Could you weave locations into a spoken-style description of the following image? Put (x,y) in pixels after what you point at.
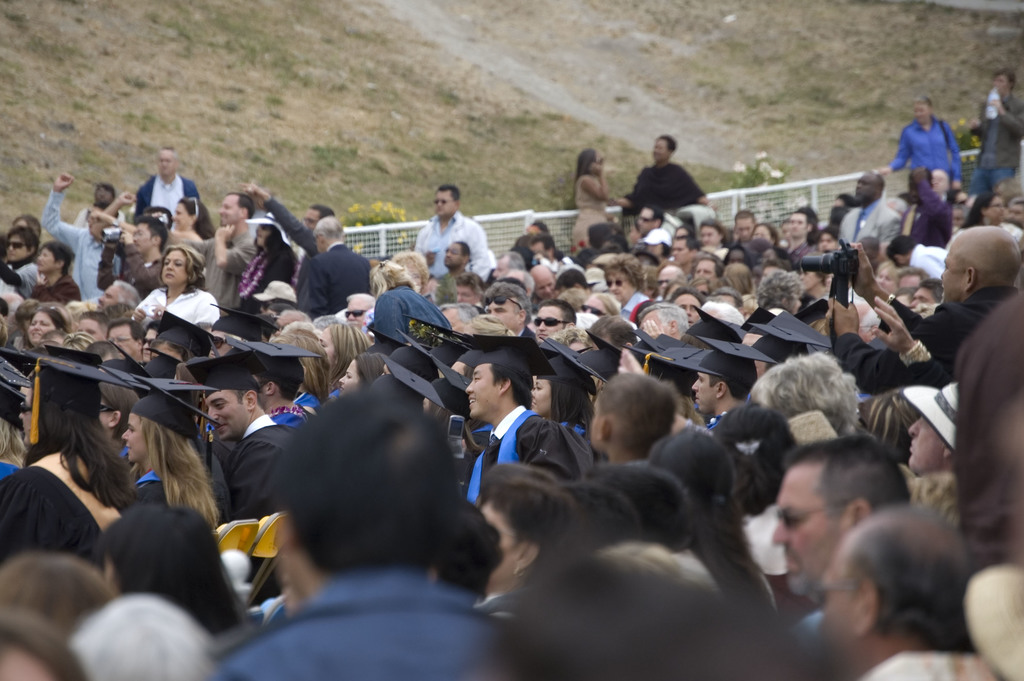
In the picture we can see many people (686,361) are standing and some are wearing a graduate costumes (689,358) and behind the people (640,348) we can see a railing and behind it, we can see a hill (487,38) with grass surface (494,154) and some plants (756,169) and flowers (741,172) to it.
